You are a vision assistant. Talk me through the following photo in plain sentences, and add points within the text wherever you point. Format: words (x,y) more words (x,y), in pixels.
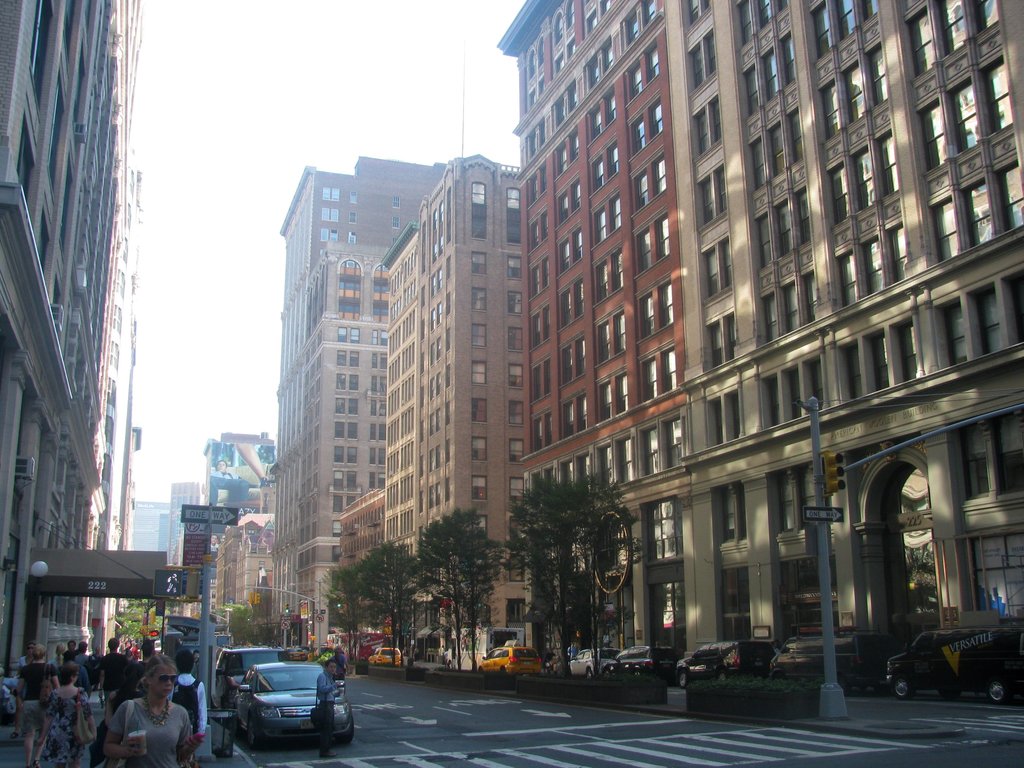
In this image vehicle (591,659) are moving on road (454,724) people (187,734) are walking on the footpath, in the middle of the road (708,721) there are trees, on either side of the road (441,731) there are buildings (17,500).
